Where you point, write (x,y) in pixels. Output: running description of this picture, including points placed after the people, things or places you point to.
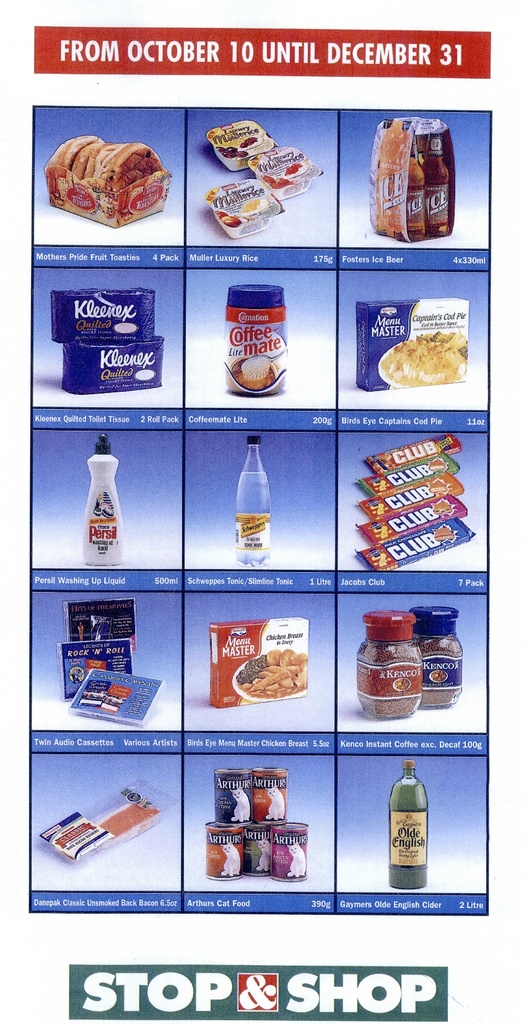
There is a poster (369,421) in the image, where we can see text (343,577) and images (317,559) on it.
